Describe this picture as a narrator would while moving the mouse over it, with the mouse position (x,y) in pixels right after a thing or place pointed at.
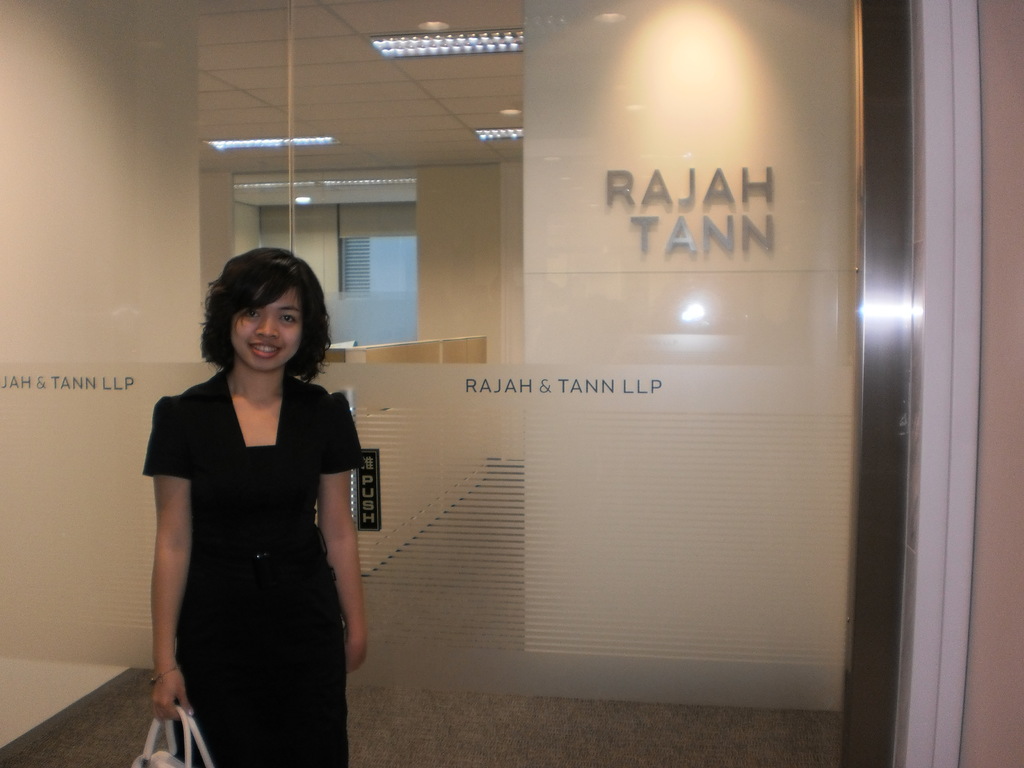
In this I can see a beautiful girl (271,626) is smiling, she wore black color dress (285,560). Behind her there are glass walls (413,238), at the top (413,36) there are ceiling lights (413,36).
